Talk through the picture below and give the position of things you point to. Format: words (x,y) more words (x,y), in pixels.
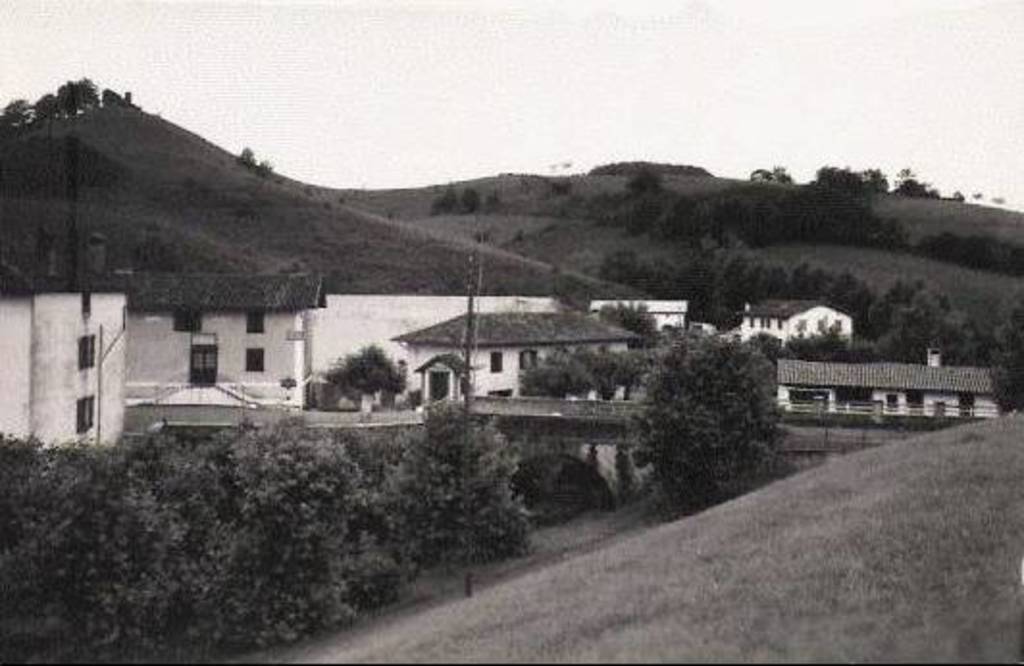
This is a black and white image. We can see some houses (526,332), poles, trees (732,439), plants (752,446), mountains (853,275). We can see the ground (615,536) and the sky (652,34).
